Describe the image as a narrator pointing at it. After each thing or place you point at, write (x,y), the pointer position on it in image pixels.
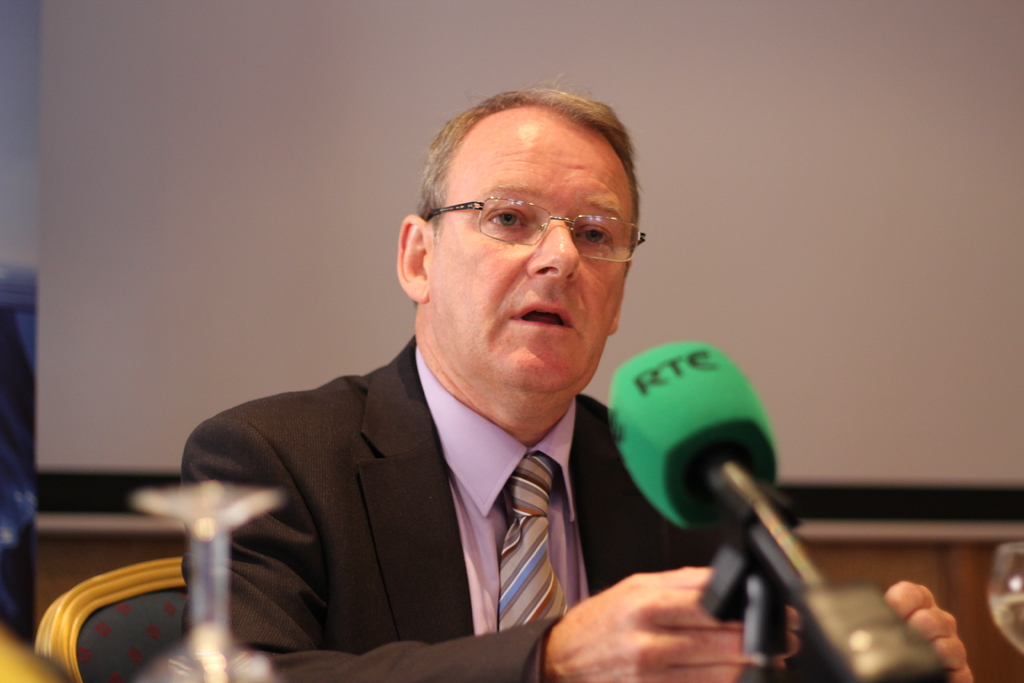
In this picture we can see one person (495,523) is sitting and talking in front of the microphone (729,467).
